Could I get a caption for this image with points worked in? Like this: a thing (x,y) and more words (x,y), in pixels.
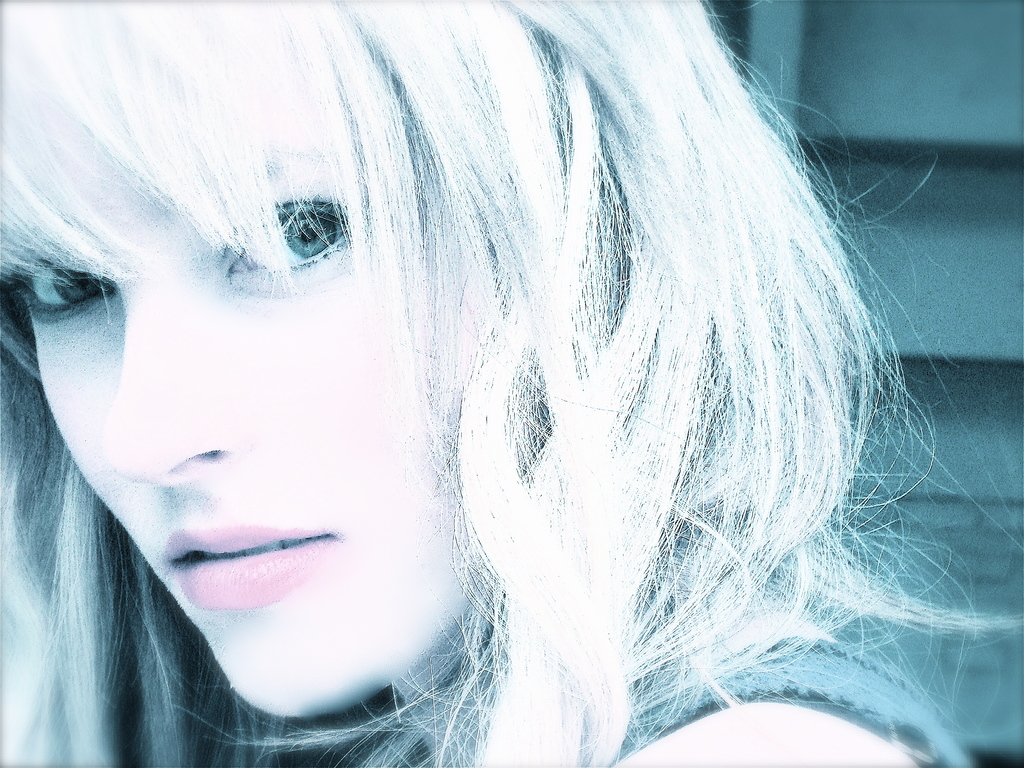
The girl (272,328) in front of the picture wearing a grey T-shirt (818,666) is looking at the camera. She is posing for the photo. Behind her, we see a cupboard (912,282). This is an edited image.
